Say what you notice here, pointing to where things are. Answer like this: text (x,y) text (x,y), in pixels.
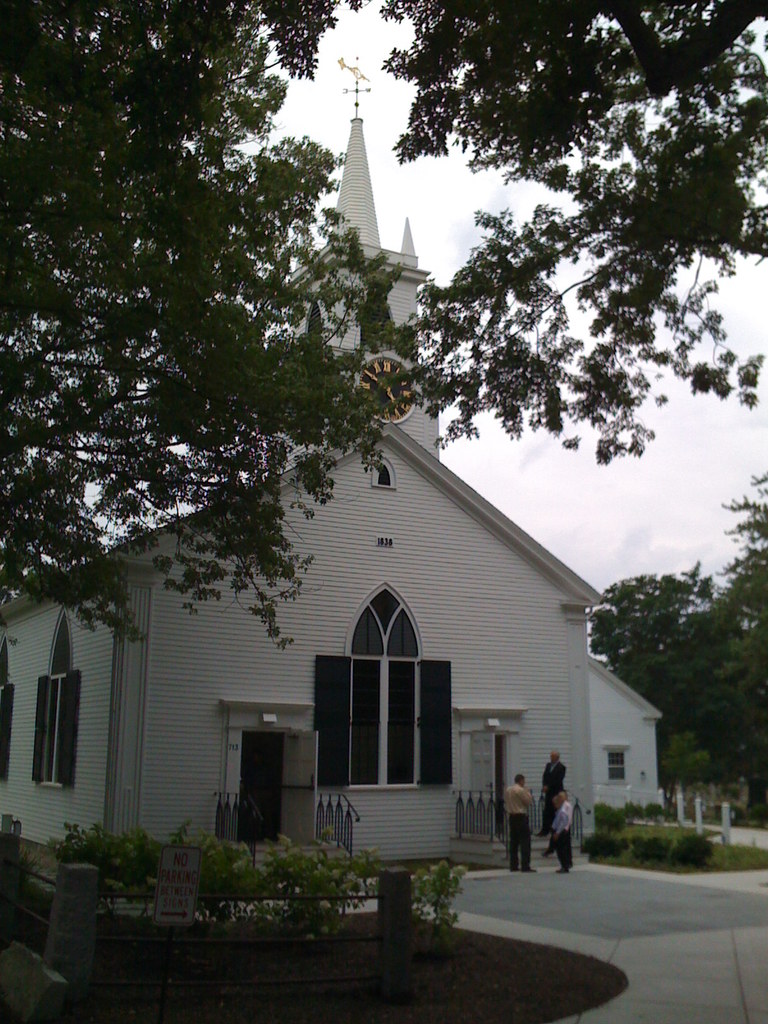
In this picture we can see a building (465,694), clock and few trees (377,336), in front of the building (481,783) we can find few plants (653,805) and few people (555,829), in the background (695,359) we can see clouds (645,363).
